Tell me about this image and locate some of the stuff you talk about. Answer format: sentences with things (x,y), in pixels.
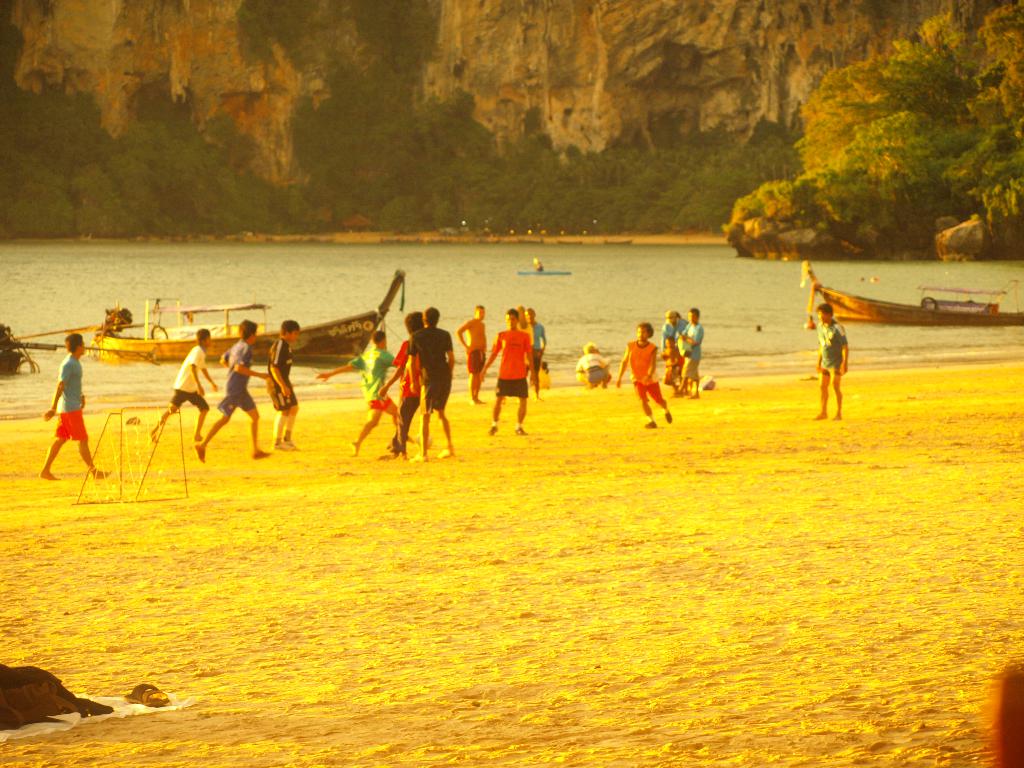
This is the picture of a sea (5,321). In this image there are group of people (58,435) playing. There are boats (322,334) on the water (500,306). At the back (362,32) there are mountains (438,66) and trees (443,131). At the bottom (112,682) there is sand (448,691) and there is footwear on the sand (258,547).
